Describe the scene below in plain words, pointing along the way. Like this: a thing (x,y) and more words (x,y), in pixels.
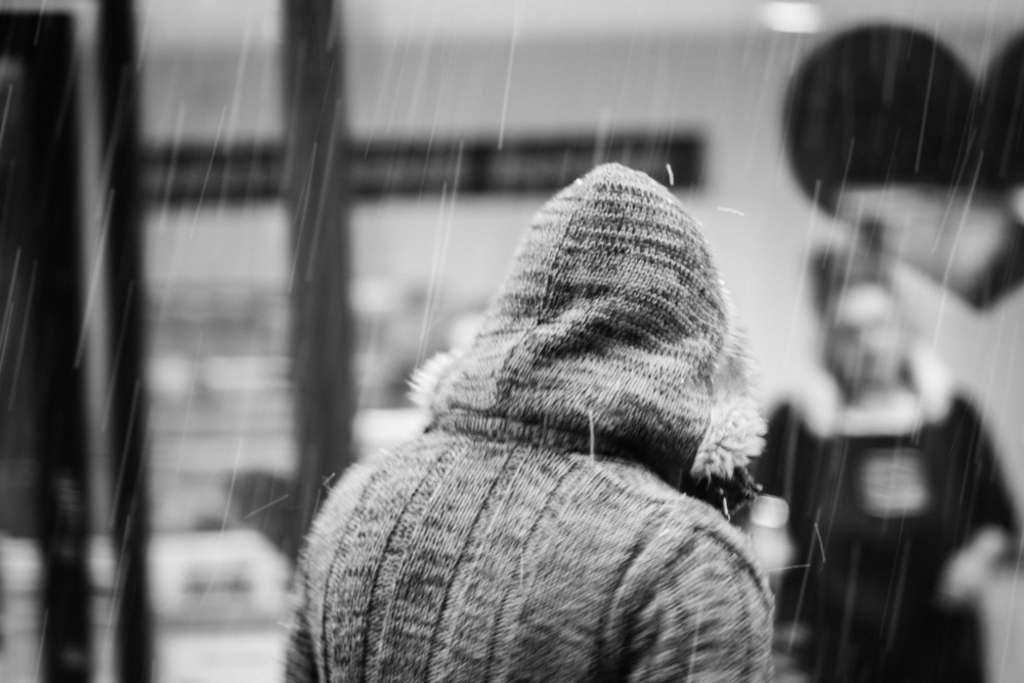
This image consists of a person (500,529) wearing a jacket (600,506). It looks like it is raining. In the background (913,611), there is a person (913,611). And the background (154,443) is blurred.
